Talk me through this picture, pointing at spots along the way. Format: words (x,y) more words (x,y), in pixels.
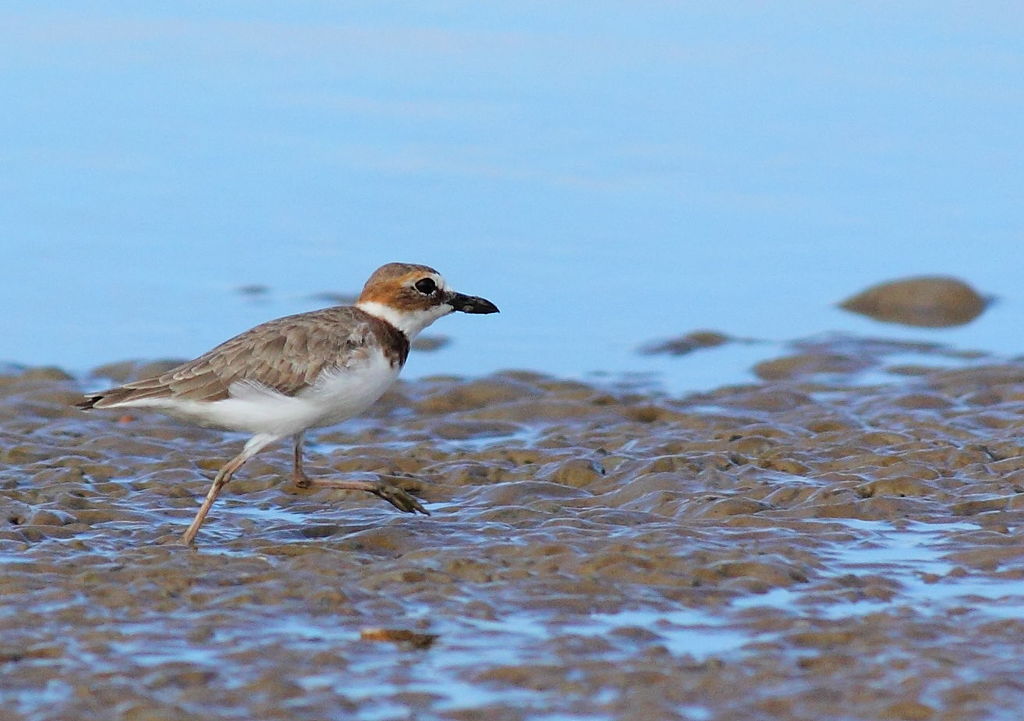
In this image in the center (354,340) there is one bird (200,390), and at the bottom (768,489) there is sand (359,448).
